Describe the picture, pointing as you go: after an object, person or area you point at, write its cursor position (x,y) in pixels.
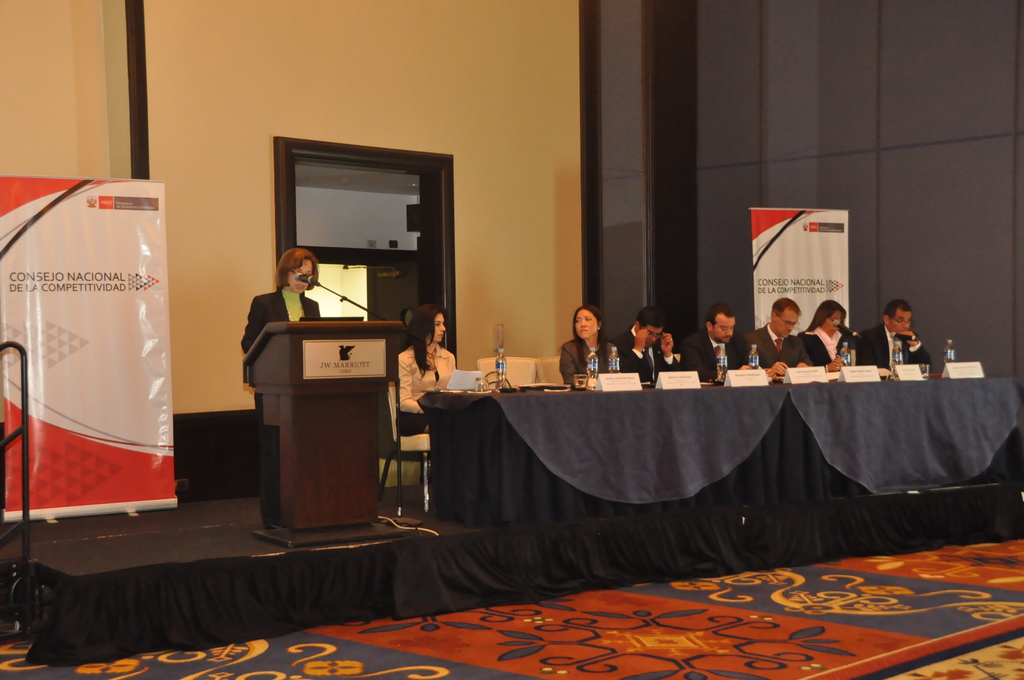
In this image, a woman (279,273) is standing behind a podium (321,366), having a microphone (310,287) beside to it. A woman (411,417) is sitting on chair (421,442) along with few people (644,352), before the table (593,403) having bottles (503,364) and the name board (695,375) placed on it. Behind to them there are two banners (93,356). Background (426,72) there is a wall (67,125). On the floor (903,587) carpet (765,601) is placed.
